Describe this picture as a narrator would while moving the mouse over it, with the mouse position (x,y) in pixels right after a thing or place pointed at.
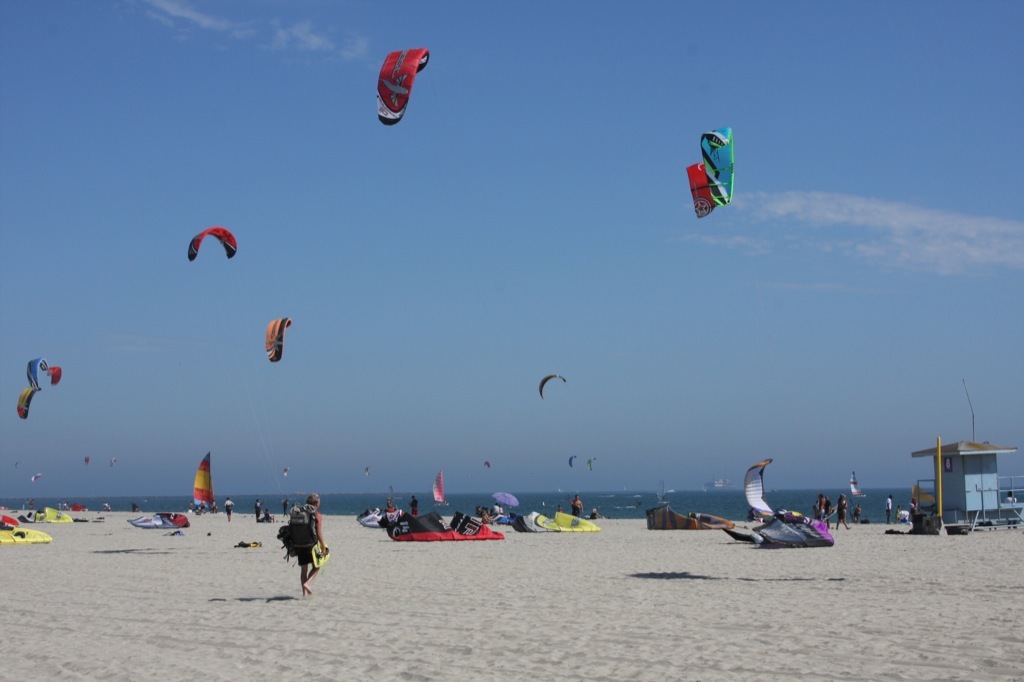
At the top of the image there are kites (273,321). At the bottom of the image (394,605) there is sand (358,590). In the background of the image (632,504) there is water (370,502).
